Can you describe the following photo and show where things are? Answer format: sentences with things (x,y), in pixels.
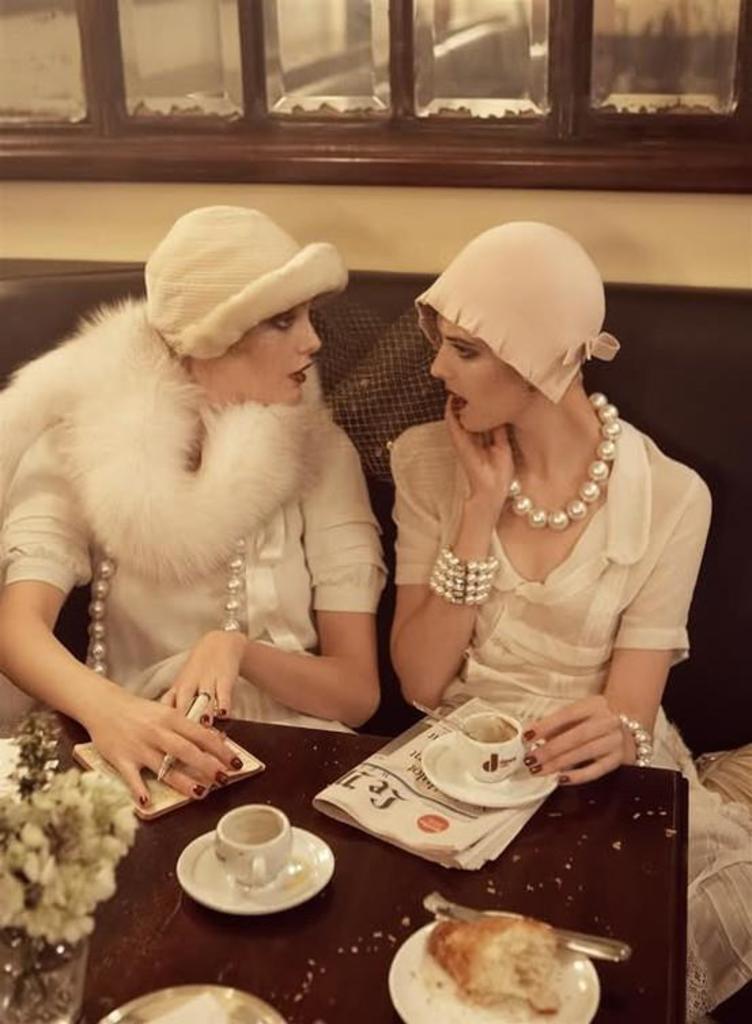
There are two woman (296,596) looking at each other, they are sitting on a sofa (713,475). In the background (659,230) they have wall (562,206) and a window (331,131). There is a table (394,884) in front of two women (418,490). On the table (258,950) there is a cup (252,843), saucer (321,851) and a paper (424,806), food (493,971), spoon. A woman (206,743) is holding a pen (190,711) on her right hand (165,754). There is a flower vase (34,839) to the left bottom (25,878).
